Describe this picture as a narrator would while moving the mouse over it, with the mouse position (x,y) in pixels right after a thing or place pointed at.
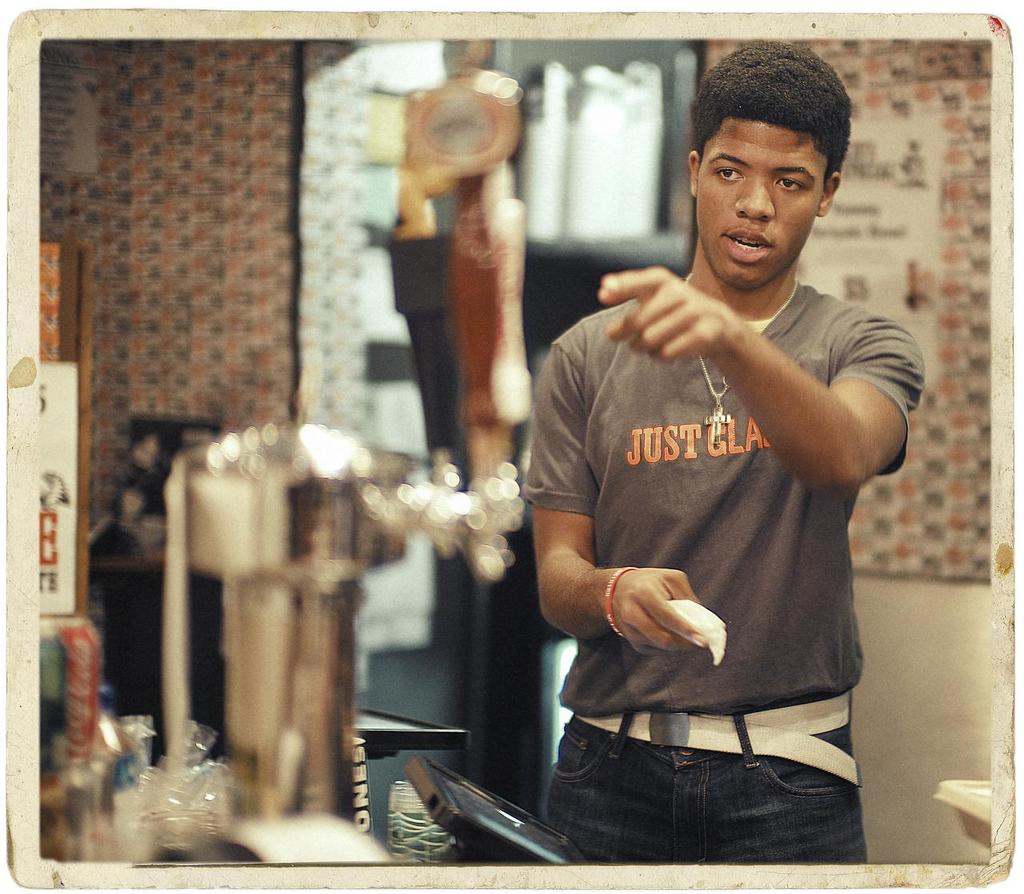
On the right side (767,219), there is a person (767,133) in a T-shirt (749,500), holding an object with a hand (682,644), showing something with the other hand (617,289) and speaking. On the left side (240,807), there are some objects (283,801). And the background (203,338) is blurred.
